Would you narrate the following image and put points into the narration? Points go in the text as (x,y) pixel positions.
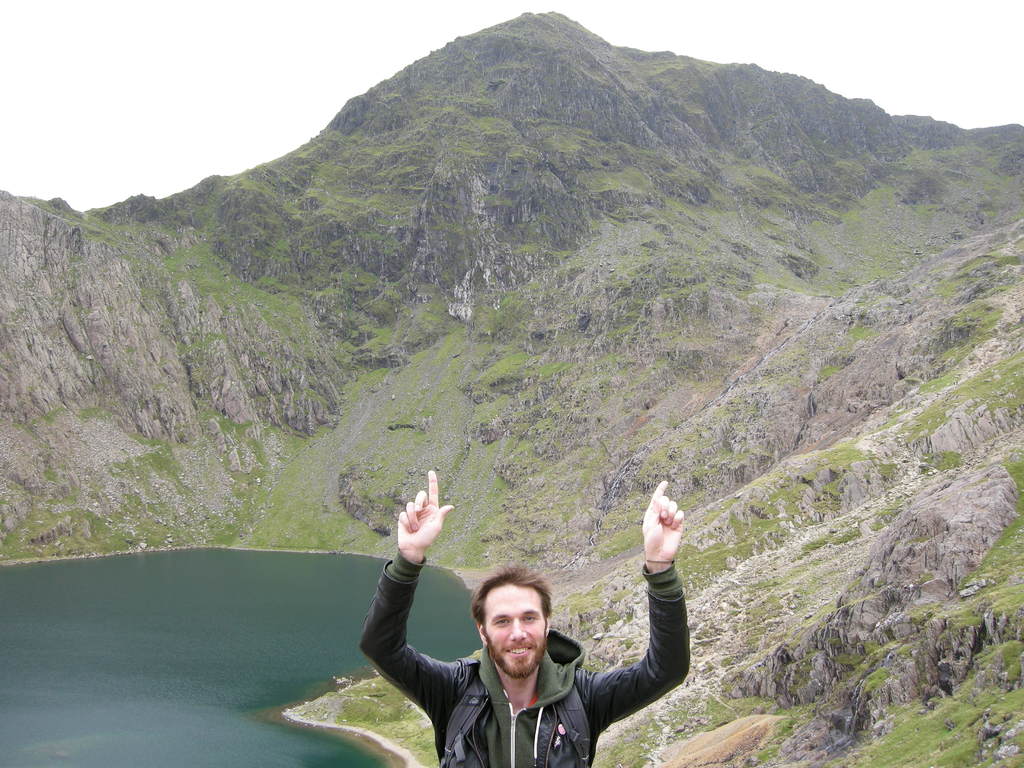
In this image I can see the person (478,679) wearing the black and green color dress (491,739). To the left (172,655) I can see the water (141,645). In the background (407,355) I can see the mountain (267,270) and the sky (215,155).
